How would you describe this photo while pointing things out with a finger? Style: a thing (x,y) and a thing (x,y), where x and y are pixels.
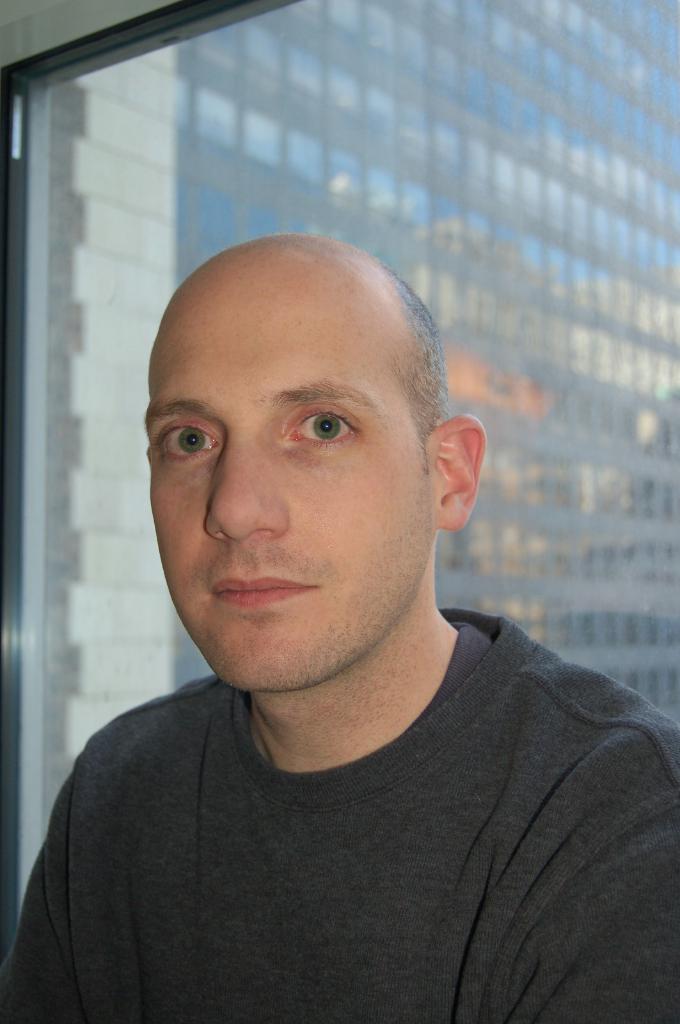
In this image I can see a person (355,777) wearing black colored t shirt (486,886). Behind him I can see a glass window (558,259) through which I can see another building (542,235).
